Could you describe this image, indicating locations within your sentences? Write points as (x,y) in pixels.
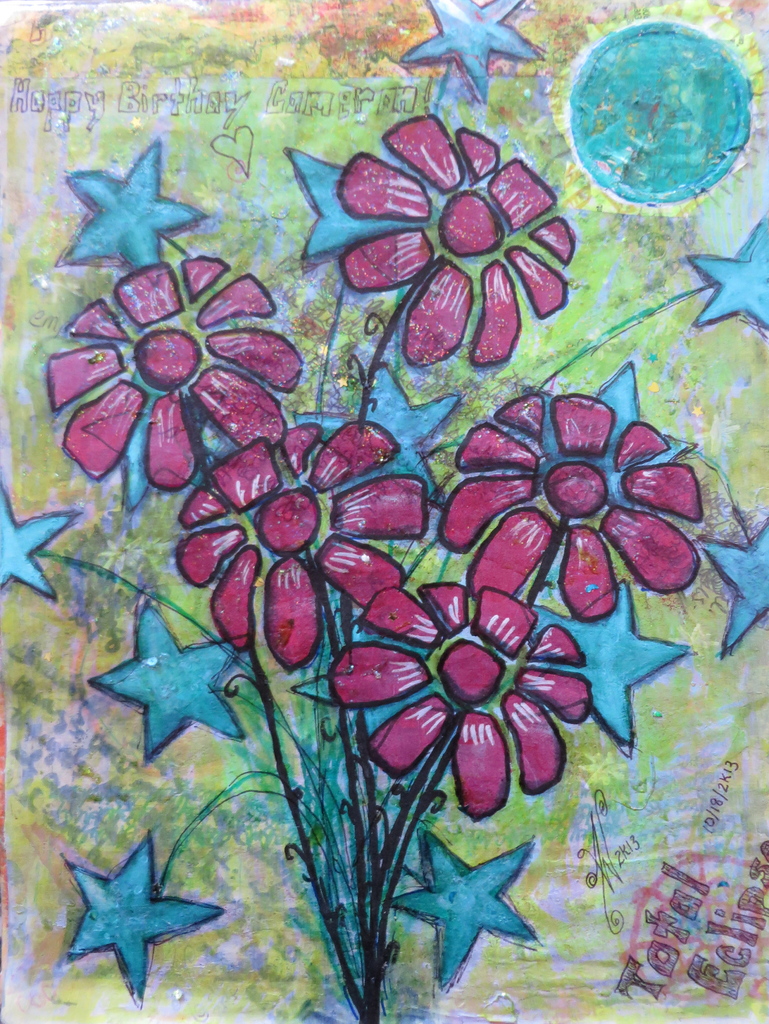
In this image we can see a painting (458,445) of the bunch of flowers (334,619).
